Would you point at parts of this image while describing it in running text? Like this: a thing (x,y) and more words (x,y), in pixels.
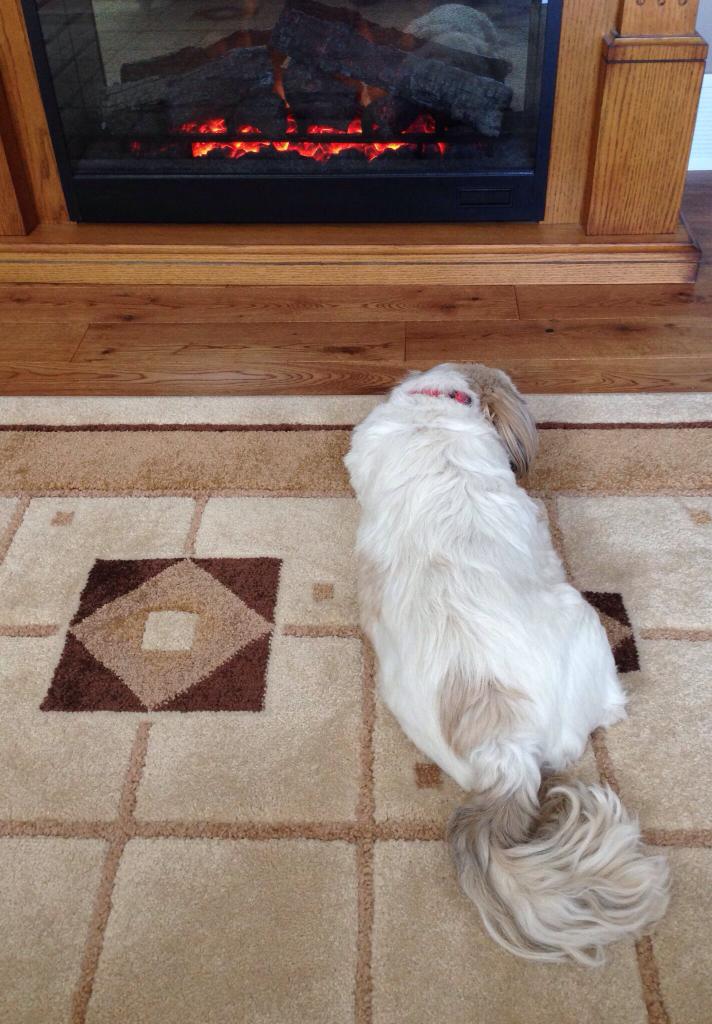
In this image, we can see a white color dog (427,521) on the carpet (329,632), there is a brown color floor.
